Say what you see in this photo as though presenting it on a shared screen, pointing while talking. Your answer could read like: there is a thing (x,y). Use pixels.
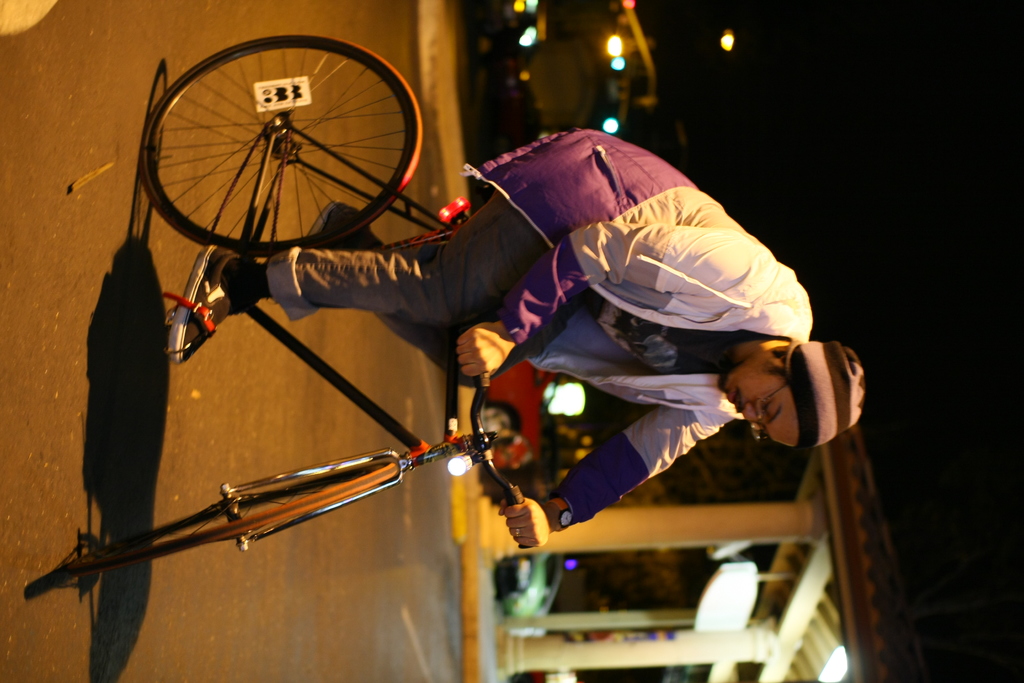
There is a man (698,290) wearing a cap (813,405) and spectacles (757,413) riding a bicycle (219,499) on the road (358,510). In the background (727,582) there is shed (806,638) and a light (729,588) here.
